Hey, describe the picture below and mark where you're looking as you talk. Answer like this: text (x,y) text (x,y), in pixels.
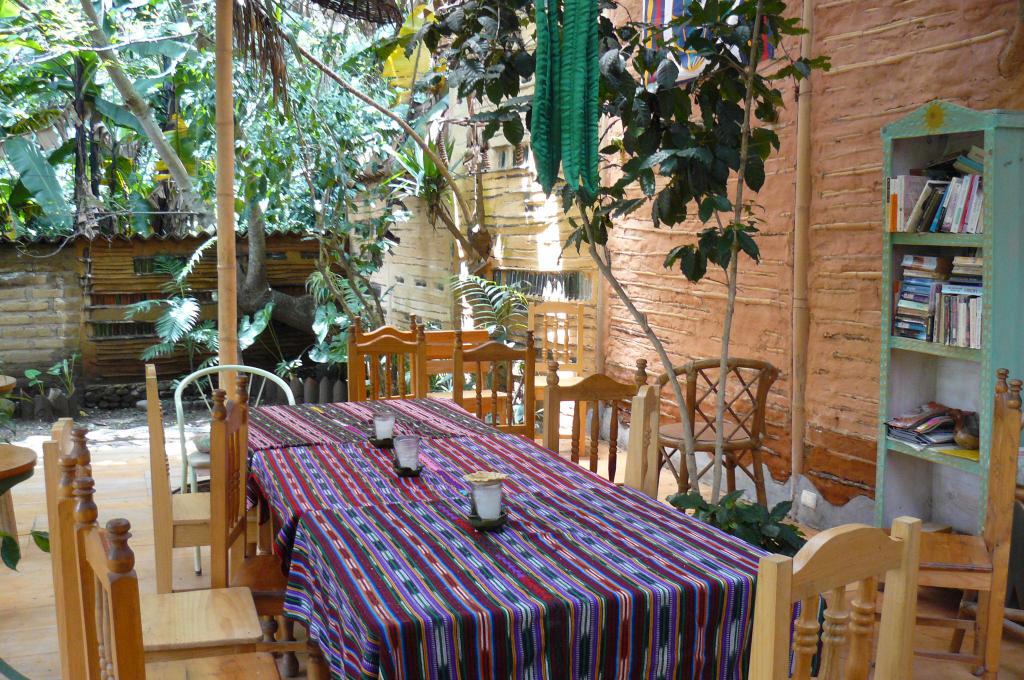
In this image there are tables (417,486) and we can see glasses (487,504) placed on the tables (329,489). There are chairs (870,545). On the right (935,512) there is a rack (950,468) and we can see books (919,315) placed in the rack (946,454). In the background (738,92) there are trees (330,218) and we can see a wall (716,275).
